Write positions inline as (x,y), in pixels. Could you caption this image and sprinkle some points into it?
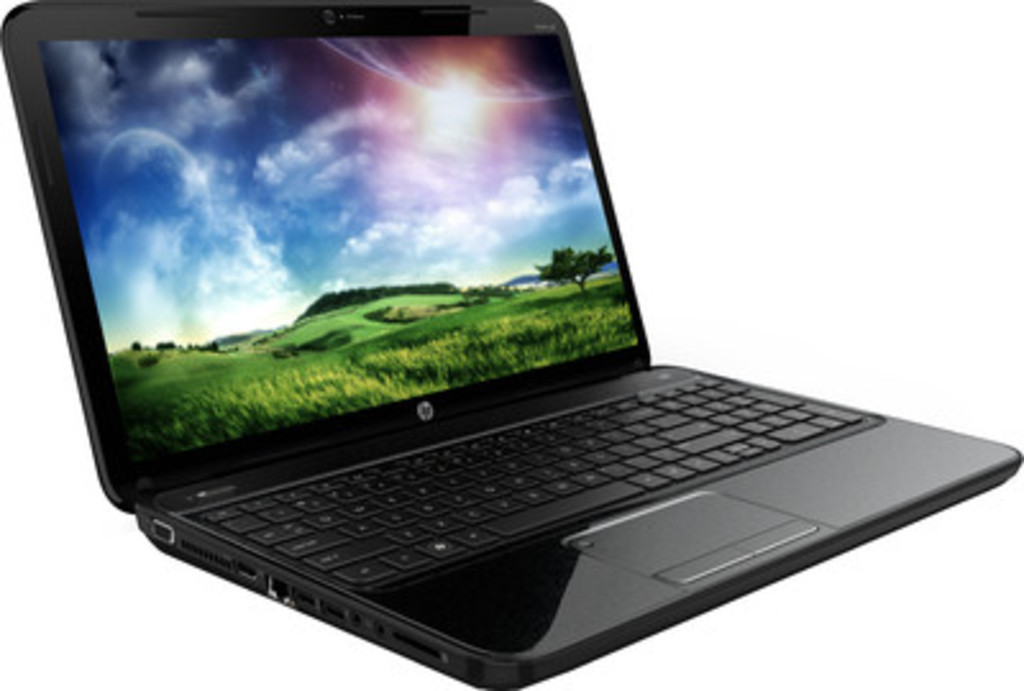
In this picture we can see a laptop (564,585) and on the screen (144,398) we can see the grass (456,297), trees (574,266), mountains (354,305) and the sky (574,220).
